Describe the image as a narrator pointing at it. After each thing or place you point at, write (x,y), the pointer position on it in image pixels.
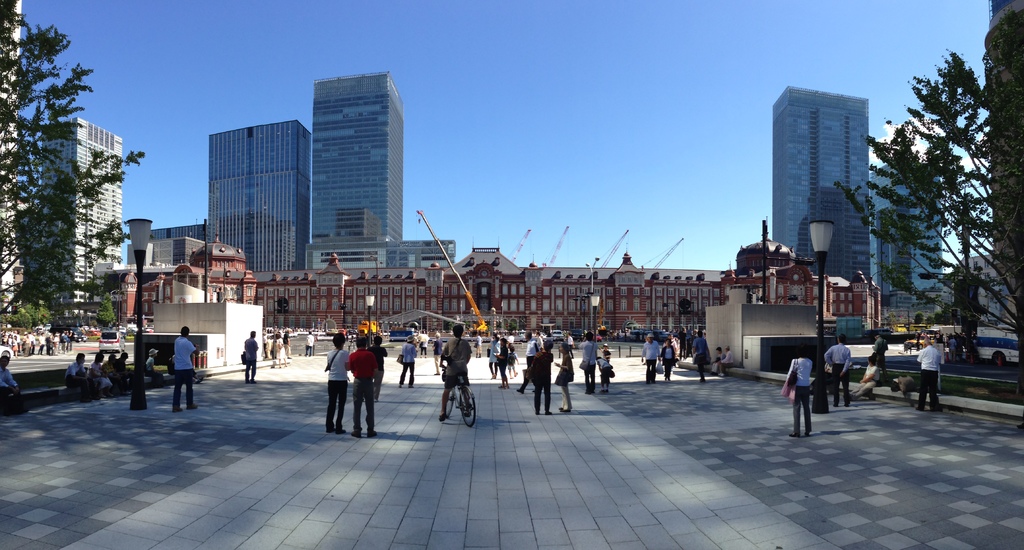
In this picture we can see few people (800,365) standing on the path (231,457) and some are walking on the path (412,409). There is a person (444,398) riding on a bicycle (462,416). There are few people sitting on stairs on the right side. We can see few trees (8,318), buildings (514,293), streetlights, cranes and other things (30,378) in the background (449,313). We can see some vehicles (987,343) on the path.
